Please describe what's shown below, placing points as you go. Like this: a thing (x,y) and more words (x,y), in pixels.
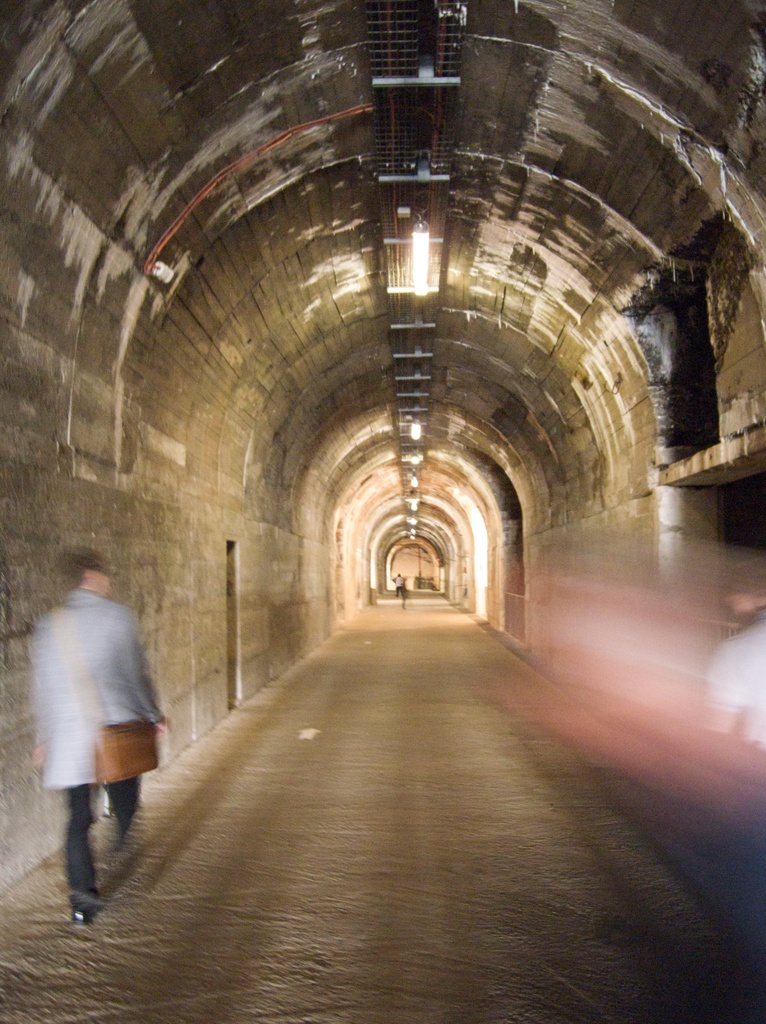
In the foreground of this image (700,721), there are two persons (98,711) walking on the path (183,894) and they are blurred. In the background (321,621), there is wall (336,576) on both the sides and a curve ceiling (498,356) on the top (466,331) and having lights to it.
